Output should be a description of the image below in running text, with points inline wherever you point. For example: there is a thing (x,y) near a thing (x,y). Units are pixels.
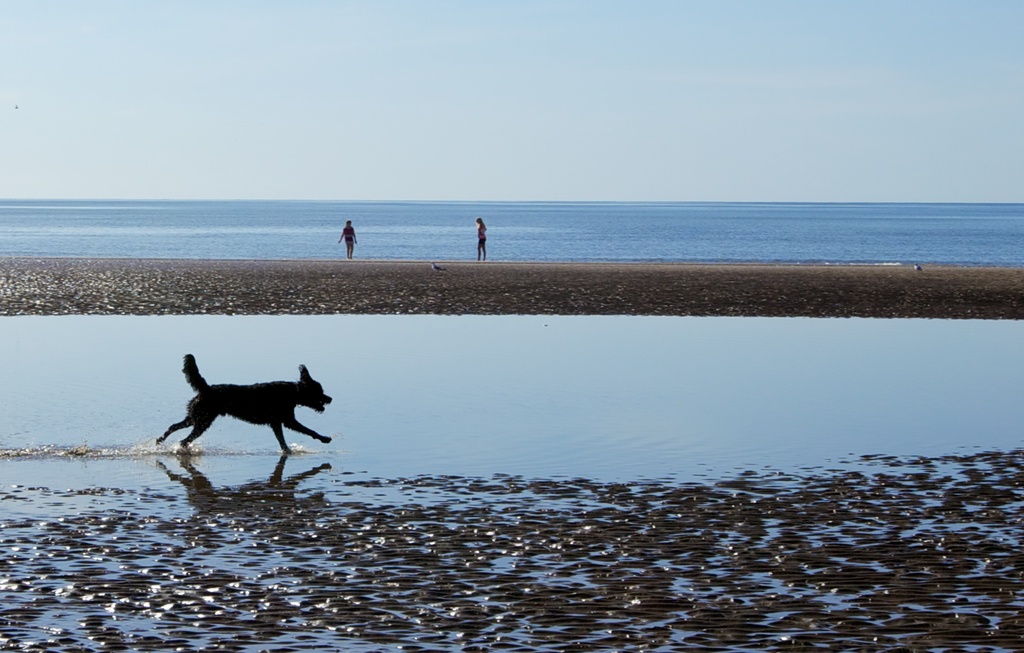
This picture shows a dog (193,434) running in the water (465,400) and we see couple woman (484,258) and we see a clear sky (170,182).
